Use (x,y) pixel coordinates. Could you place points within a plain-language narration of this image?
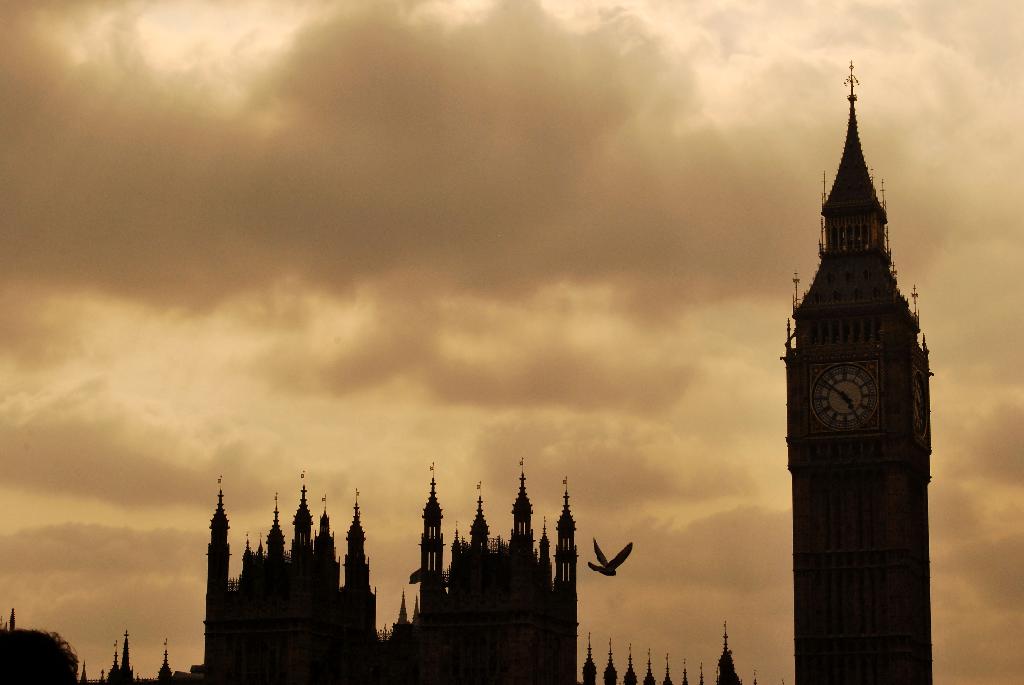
In this image in the front (867,411) there are buildings (521,592) and there is clock tower (865,477) and there is a bird (617,559) flying in the sky (527,387) and the sky (302,235) is cloudy.
